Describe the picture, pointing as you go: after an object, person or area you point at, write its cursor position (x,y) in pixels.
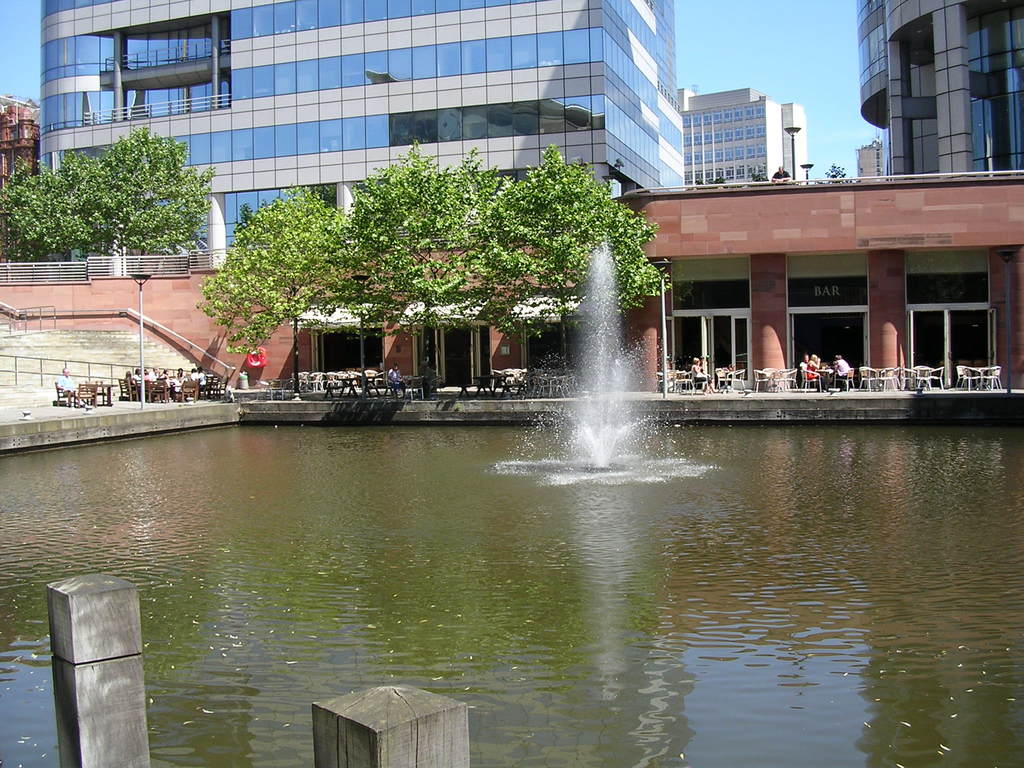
In this image we can see there are buildings (334,193) and there are persons (153,372) sitting on the chairs (969,372) and there are windows (438,357), ground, light poles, railing (50,270) and pillars (390,328). And we can see the water (526,498) and a fountain (551,454). And there are trees (514,234) and the sky (793,97).
